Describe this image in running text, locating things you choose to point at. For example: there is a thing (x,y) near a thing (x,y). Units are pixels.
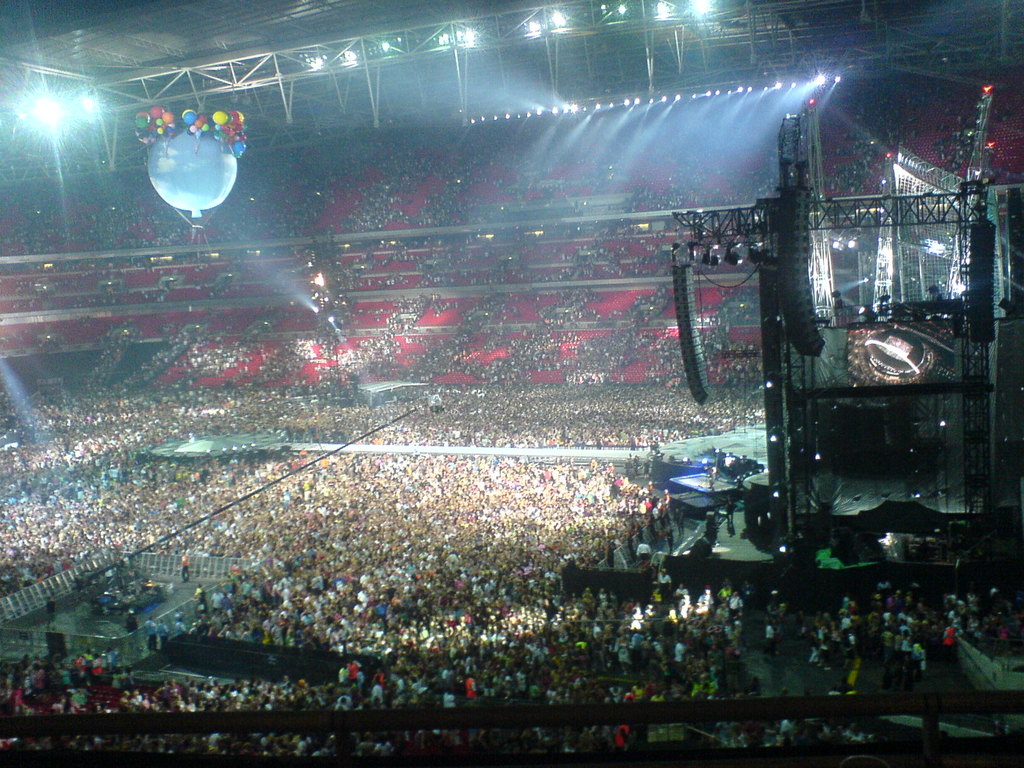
In the image in the center (425,419) we can see one stage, fence (240,657) and group of people (404,553) were standing. On the right side of the image (796,421) we can see one more stage (830,429), lights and pole type structures (827,229). In the background (488,180) we can see lights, balloons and group of people (381,208) were sitting.
